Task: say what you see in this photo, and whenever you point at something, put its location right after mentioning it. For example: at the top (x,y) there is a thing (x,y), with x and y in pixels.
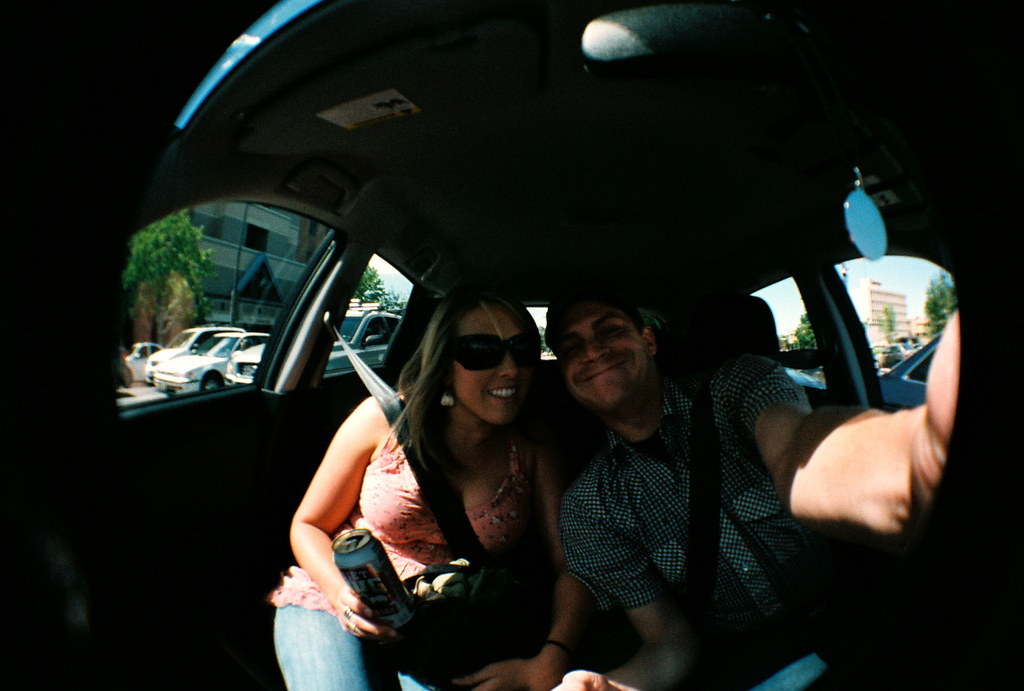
In this image there are two persons (496,453) sitting in a car (580,462). At the right side (727,479) man (732,475) is having smile on his face (618,395). On the left side (314,586) woman (392,532) is holding can (370,572) in her hand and is smiling. Outside the car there are trees (154,258), building (219,258) and cars (210,351) on the left side (225,304). At the right side (885,329) there are trees (894,312), building (900,296) and sky (904,280) is visible.
